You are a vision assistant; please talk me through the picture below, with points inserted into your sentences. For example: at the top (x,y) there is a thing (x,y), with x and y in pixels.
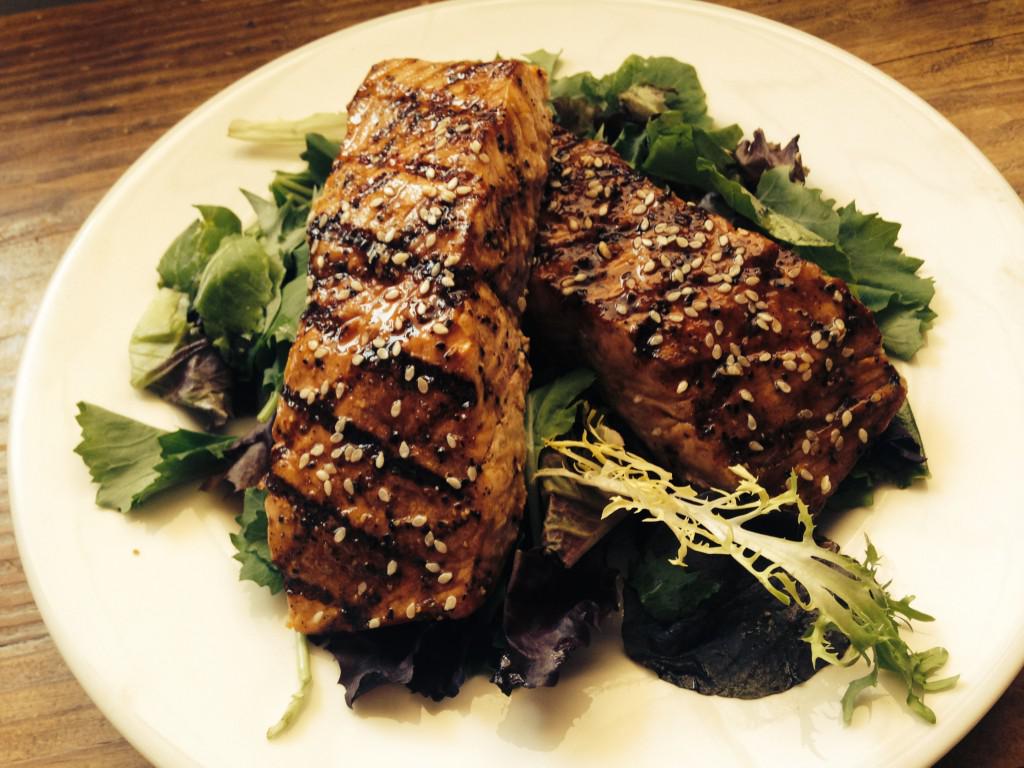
In this image I can see food (245,509) on the plate (975,502) and it is kept on the table (44,157).
